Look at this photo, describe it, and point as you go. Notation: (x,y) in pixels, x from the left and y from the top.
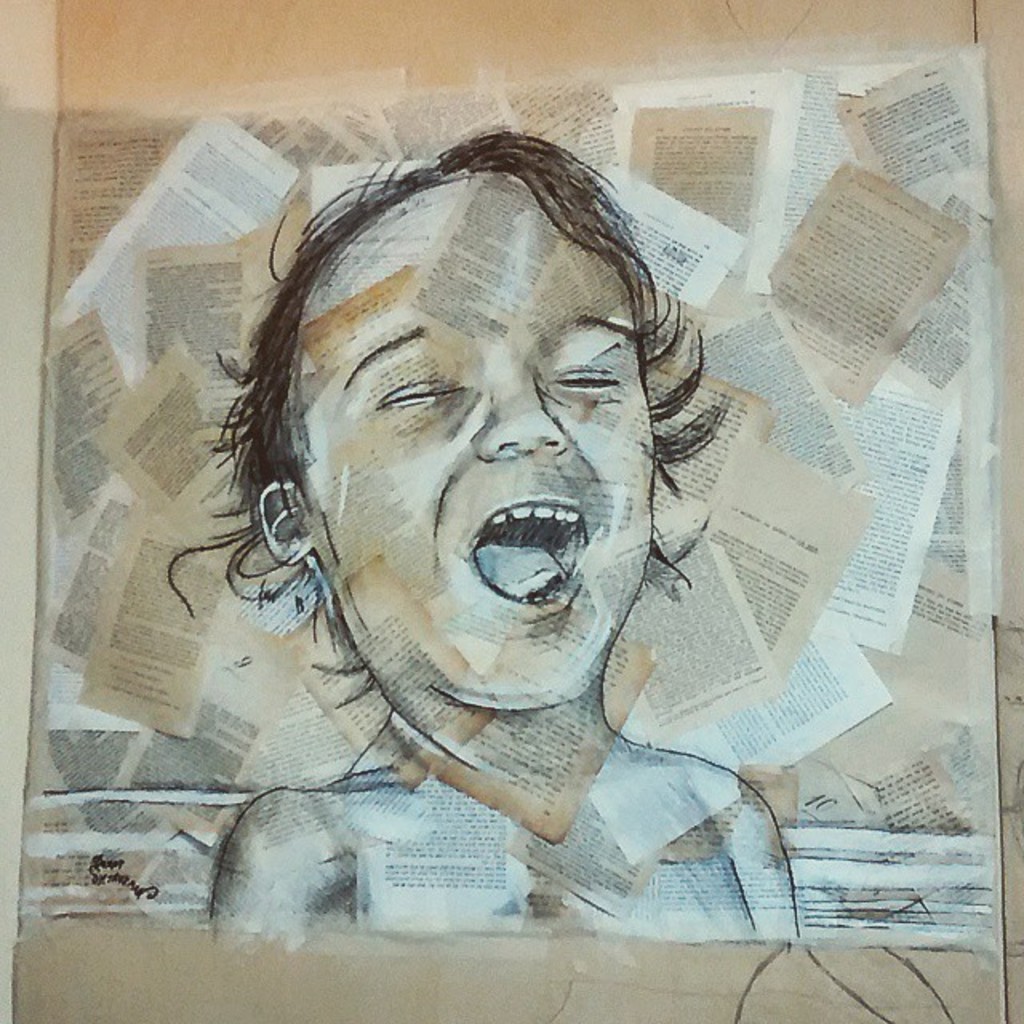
In this image we can see a painting (520,378) of a baby (442,507) which is on the papers (232,271).
